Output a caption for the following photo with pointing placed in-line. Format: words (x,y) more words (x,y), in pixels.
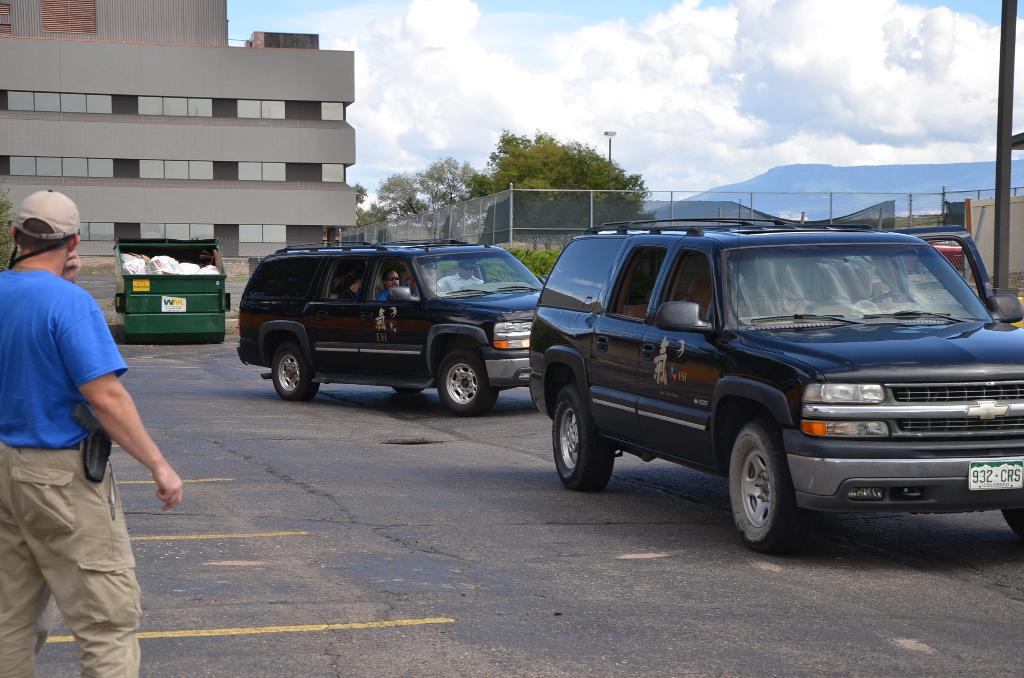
In this image I can see few vehicles (435,314). In front (35,367) I can see the person (40,445) standing and the person (63,407) is wearing blue and cream color dress (37,400) and I can also see few people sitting in the vehicle (318,315). In the background (451,236) I can see few trees (513,150), railing (542,240), few buildings (287,179) and the sky (504,79) is in blue and white color.
